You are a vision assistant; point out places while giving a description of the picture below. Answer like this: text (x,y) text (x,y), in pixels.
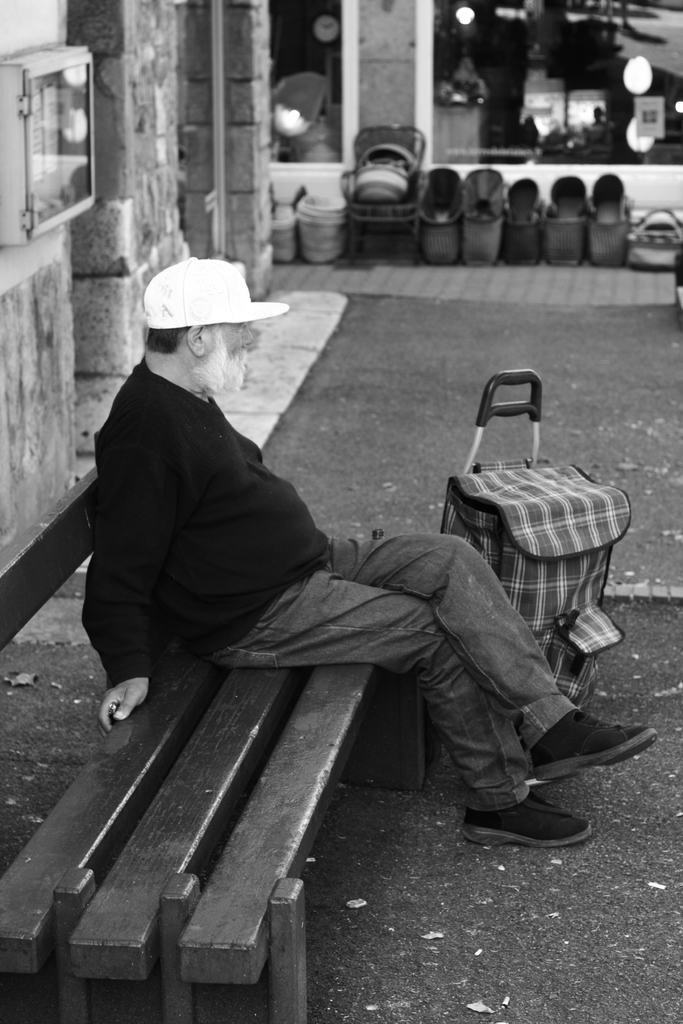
Here in this picture we can see man (187,517) with black shirt (199,541) is sitting on a bench (180,736). He is wearing a cap (211,285). Beside him there is bag (522,486). And we can also see some baskets (486,242). Behind those basket (430,204) there is a glass window (530,94) and a pillar (403,75).
